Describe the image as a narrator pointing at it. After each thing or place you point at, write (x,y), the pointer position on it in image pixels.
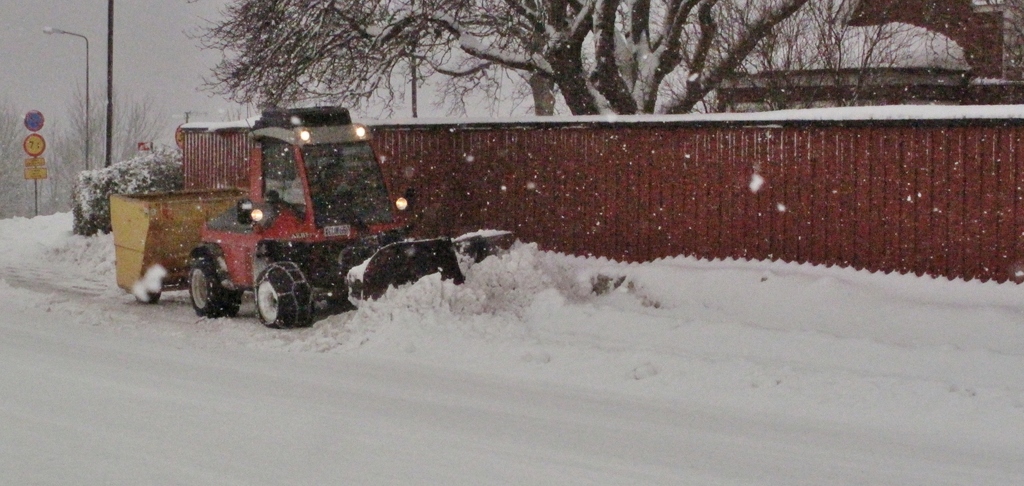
In this image there is a road (167,372), the road (215,329) is covered with snow (507,365), on that road (154,386) there is a vehicle (327,262), beside the vehicle (270,191) there is a wall (976,124), in the back ground (480,76) there are trees (631,82).
